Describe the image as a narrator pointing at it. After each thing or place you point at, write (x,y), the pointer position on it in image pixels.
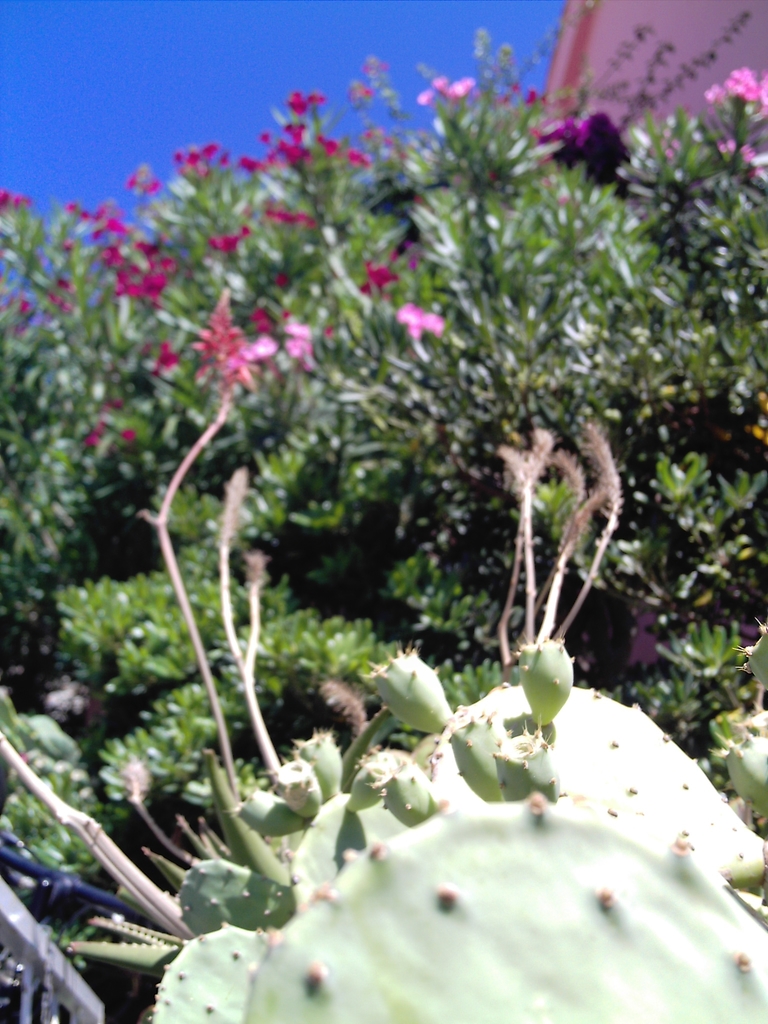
At the bottom of the image (259,937) we can see cactus plants (561,844). In the background (259,254) there are trees (324,305), flowers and sky (227,34).
